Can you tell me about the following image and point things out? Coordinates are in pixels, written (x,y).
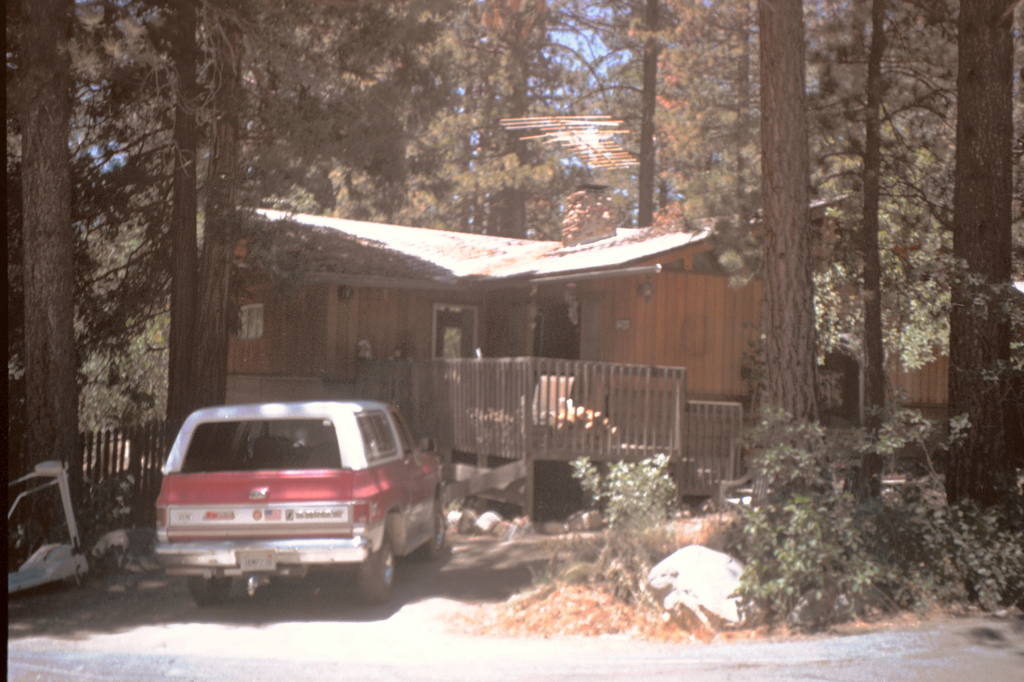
In the center of the image (584,313) we can see house (584,313) and car (338,539) on the road (339,606). On the right side of the image (829,556) we can see trees (752,169) and plants (778,419). On the left side of the image (95,465) we can see fencing (107,459) and trees (199,153). In the background (578,47) there is sky (615,59).
